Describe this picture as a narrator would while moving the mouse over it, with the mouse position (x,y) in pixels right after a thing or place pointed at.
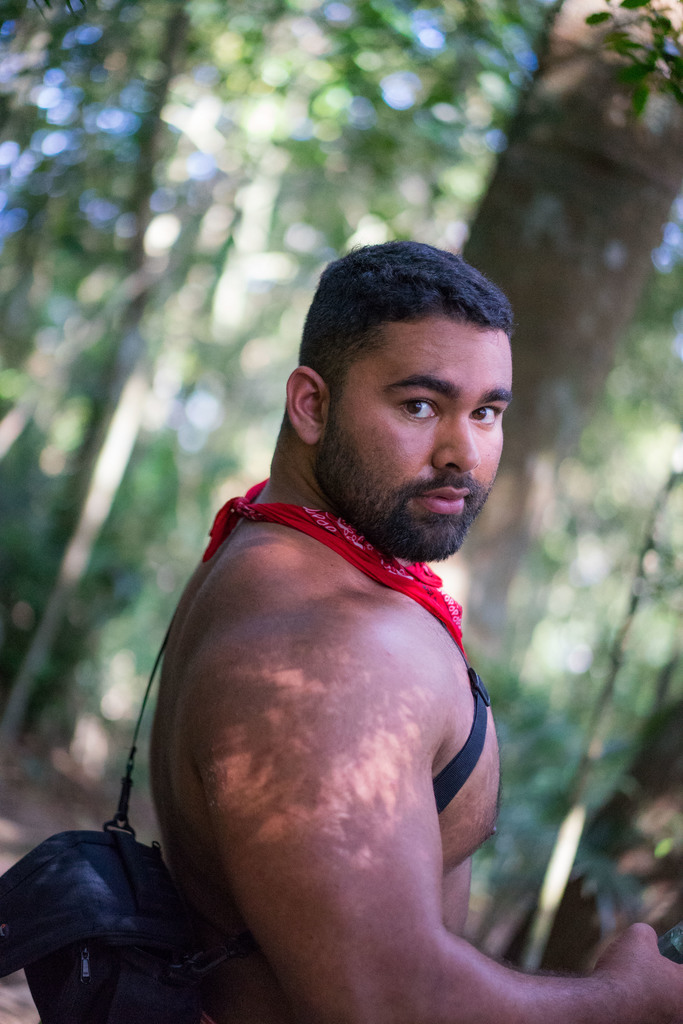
In this image I can see one person (285,884) is wearing the black color bag (124,933) and there is a red color cloth (350,546) on the person (291,531). In the background (332,176) there are many trees (316,91) but it is blurry.
